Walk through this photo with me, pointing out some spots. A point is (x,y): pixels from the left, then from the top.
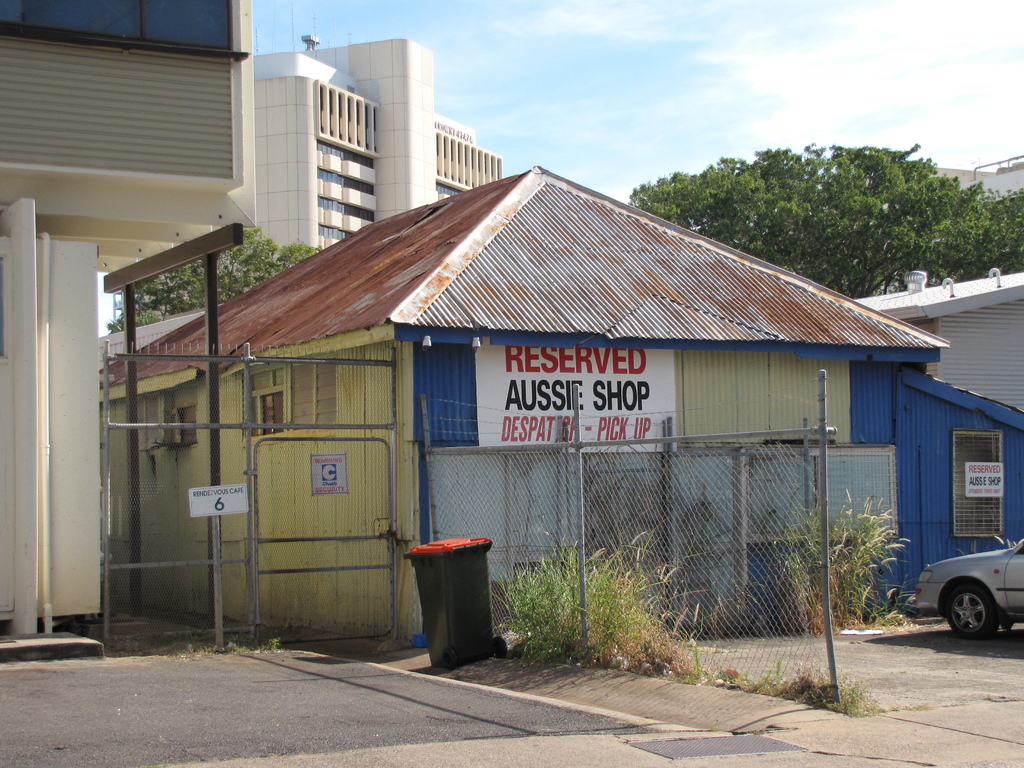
In the middle of the image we can see a dustbin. Behind the dustbin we can see fencing (526,554). Behind the fencing (514,549) we can see some buildings (965,545), trees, vehicles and plants (877,537). At the top of the image (493,51) we can see some clouds (974,17) in the sky (265,1).
